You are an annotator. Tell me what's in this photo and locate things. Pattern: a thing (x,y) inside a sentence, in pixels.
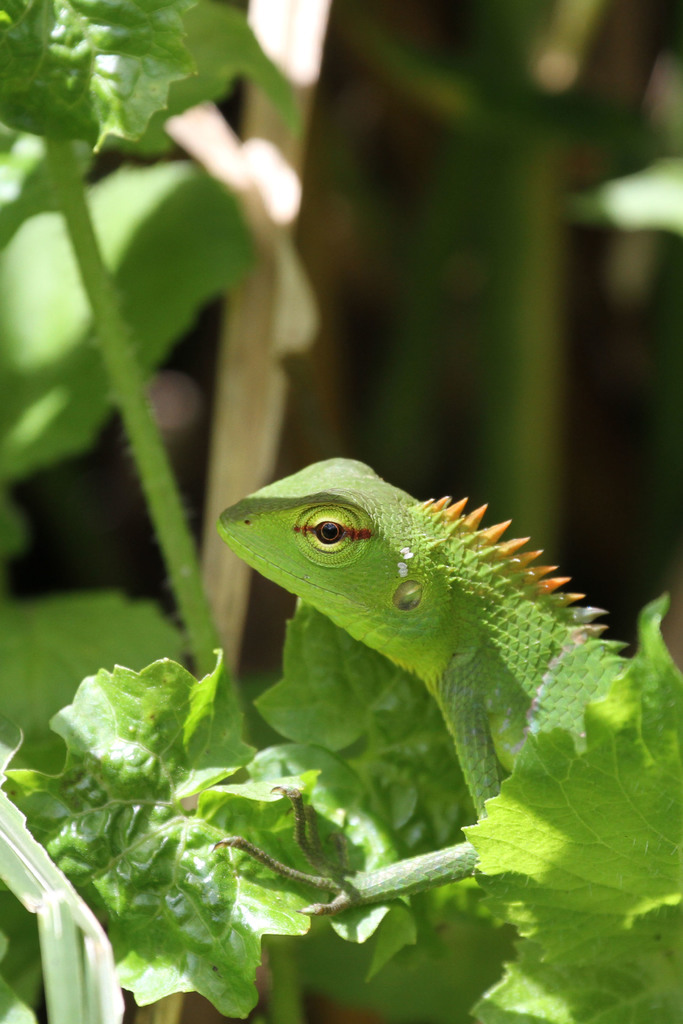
In this image we can see a reptile (366,554). There are few plants (419,687) in the image.
